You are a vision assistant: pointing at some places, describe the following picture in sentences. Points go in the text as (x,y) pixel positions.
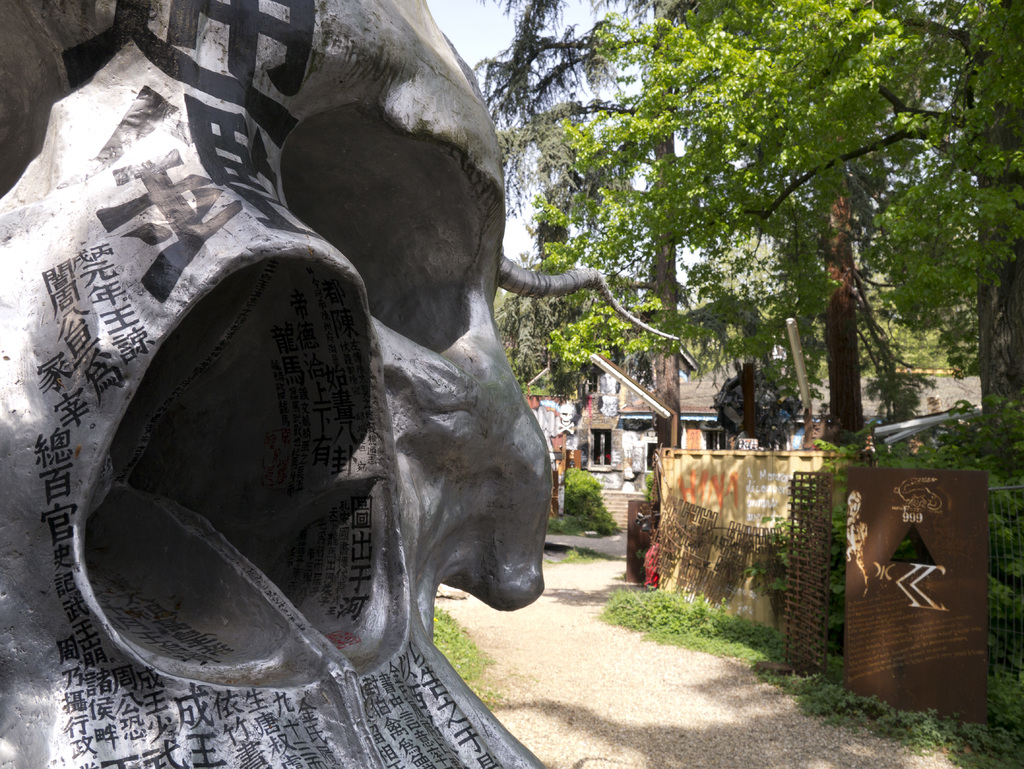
In this picture there is a statue (373,397) on the left side of the image (210,383) and there are houses (617,421) and trees (664,342) on the right side of the image (786,274).
